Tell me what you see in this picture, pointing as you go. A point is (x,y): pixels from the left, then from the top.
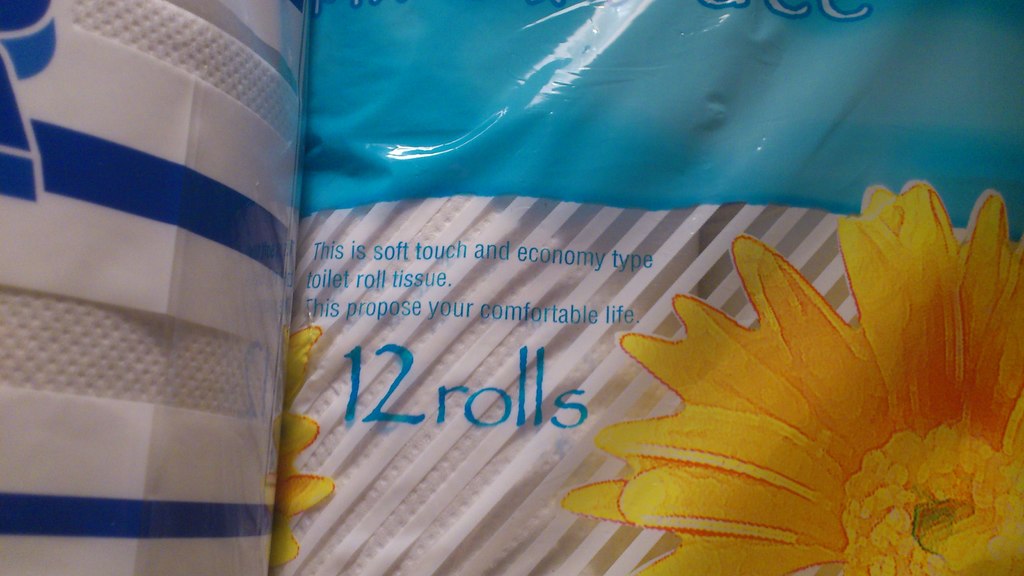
It is a zoomed in picture of tissue roll covers (265,312). We can also see the text (418,258).
